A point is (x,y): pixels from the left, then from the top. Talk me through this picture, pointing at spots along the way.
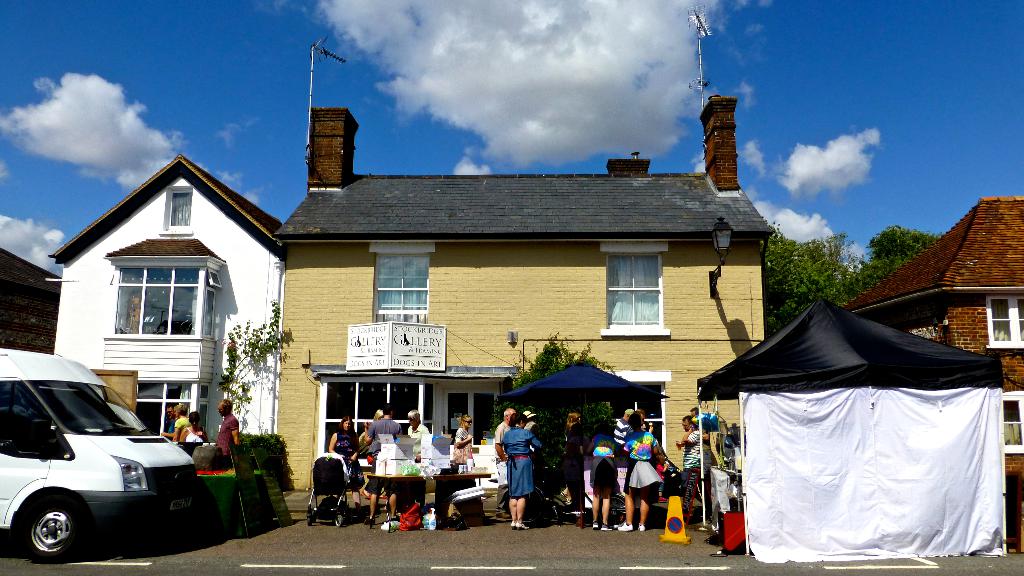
In the picture we can see a house (665,365) with a shop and some people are standing near it and on the top of the shop (472,315) we can see two glass windows (647,306) and beside the house (443,300) we can see another house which is white in color and some glass windows (192,408) to it and near to it we can see some people (176,427) are standing and we can also see a van (88,447) which is white in color parked near it and on the right side of the house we can see a black color tent (801,394) with white color curtain (931,462) and behind it we can see a house (954,291) which is brown in color with window (1017,317) to it and behind it we can see tree (837,267) and the sky (577,127) with clouds (469,77).
